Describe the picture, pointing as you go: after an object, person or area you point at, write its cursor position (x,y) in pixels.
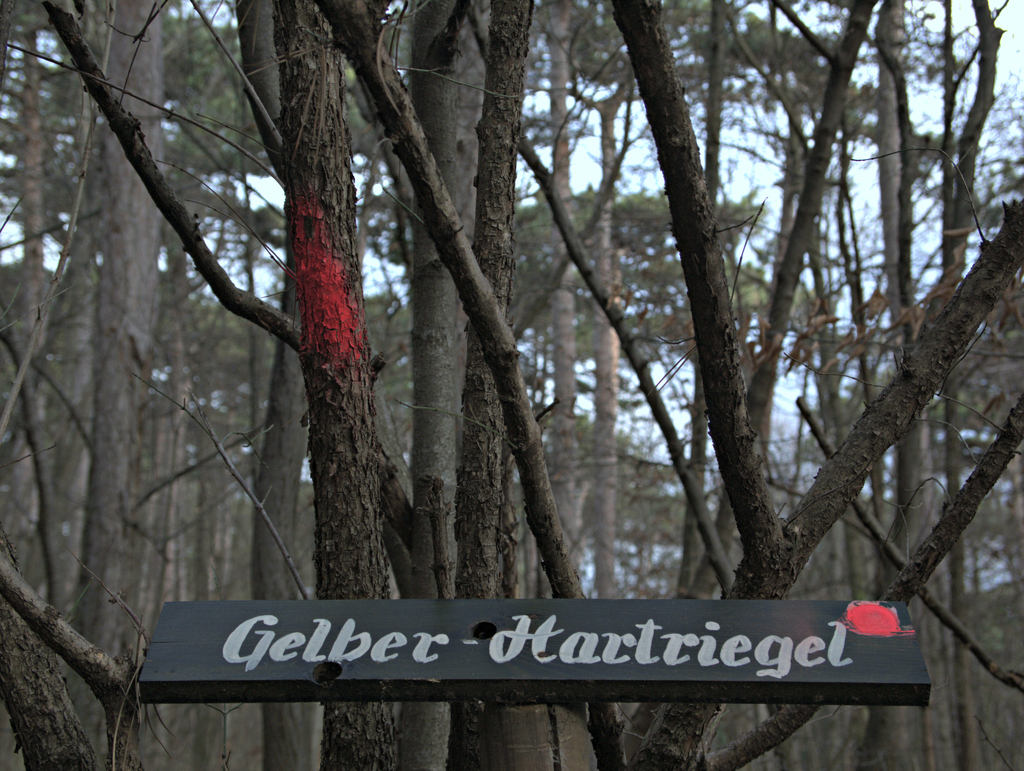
In this picture there are trees (614,244). In the foreground (491,633) there is a board (256,654) on the tree (796,567) and there is a text (622,640) on the board (726,659) and there is a red color on the tree trunk (332,296). At the top (836,241) there is sky (963,109).
